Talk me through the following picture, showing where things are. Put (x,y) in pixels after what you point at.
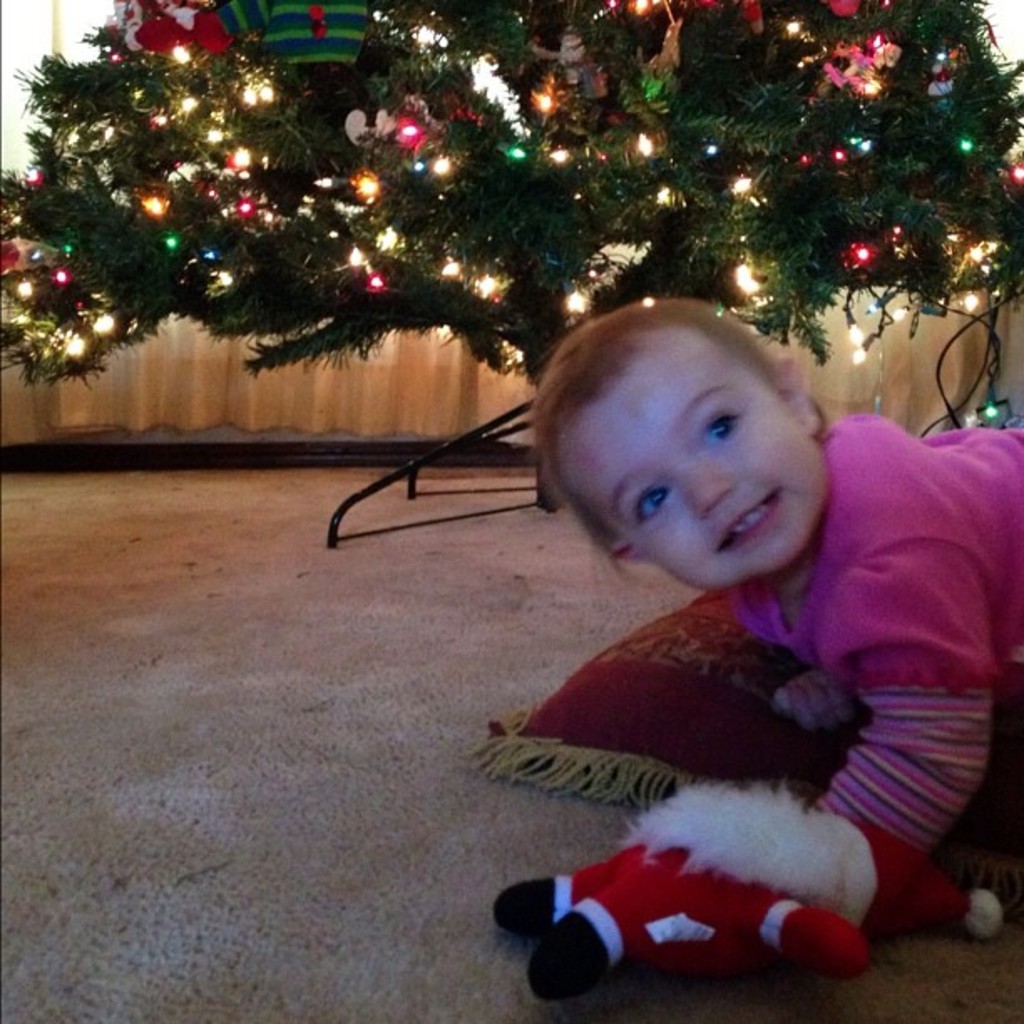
In this picture we can see a baby (859,750), pillow (779,671), doll (703,891) on the floor (645,999) and in the background (213,399) we can see a tree (530,152) with lights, toys (856,60) on it, stand (478,440), curtains (377,420).
